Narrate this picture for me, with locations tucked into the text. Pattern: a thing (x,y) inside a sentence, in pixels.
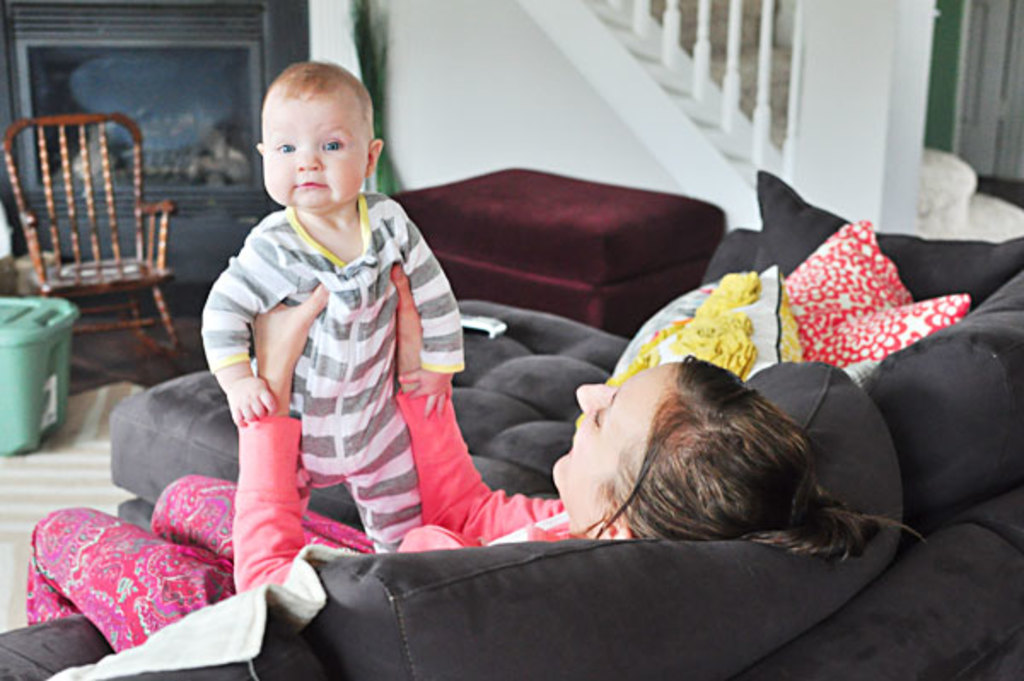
In this image i can see a woman (289,452) lying on the sofa (42,642) holding a baby (358,332), on the left side (39,256) i can see a chair (72,237), on the right side (750,199) i can see a staircase (782,117) and there are some pillows (778,318) kept on the sofa set (566,398).
